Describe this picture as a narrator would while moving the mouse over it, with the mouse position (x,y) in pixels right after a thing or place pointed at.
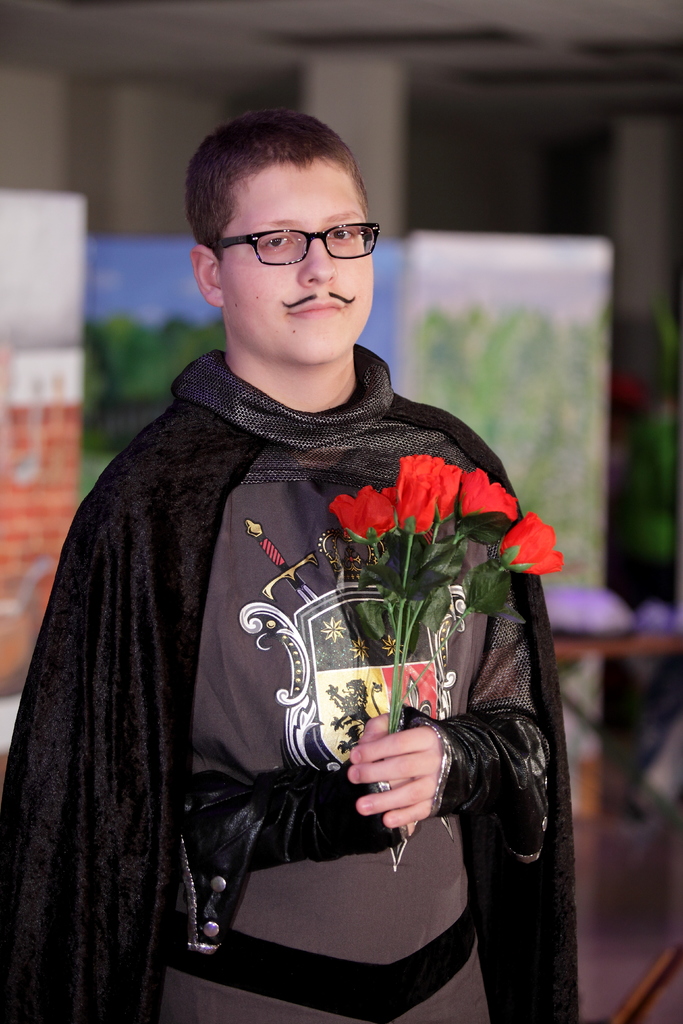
In this picture there is a boy (571,973) who is standing in the center of the image (388,607), by holding flowers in his hands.
